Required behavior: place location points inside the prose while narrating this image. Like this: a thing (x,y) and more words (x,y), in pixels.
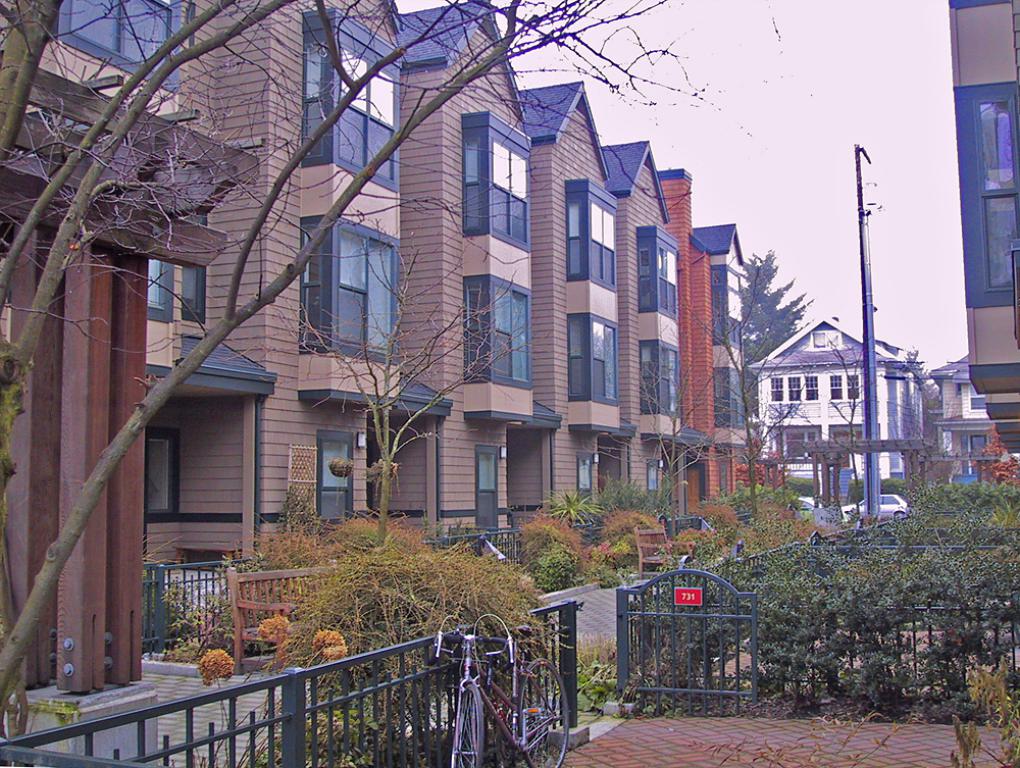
In this image there are plants (466,622) and trees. There is a road (652,745). There are vehicles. There are buildings (897,398). There is an electric pole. There is a sky (828,69). There is fencing (810,553).
